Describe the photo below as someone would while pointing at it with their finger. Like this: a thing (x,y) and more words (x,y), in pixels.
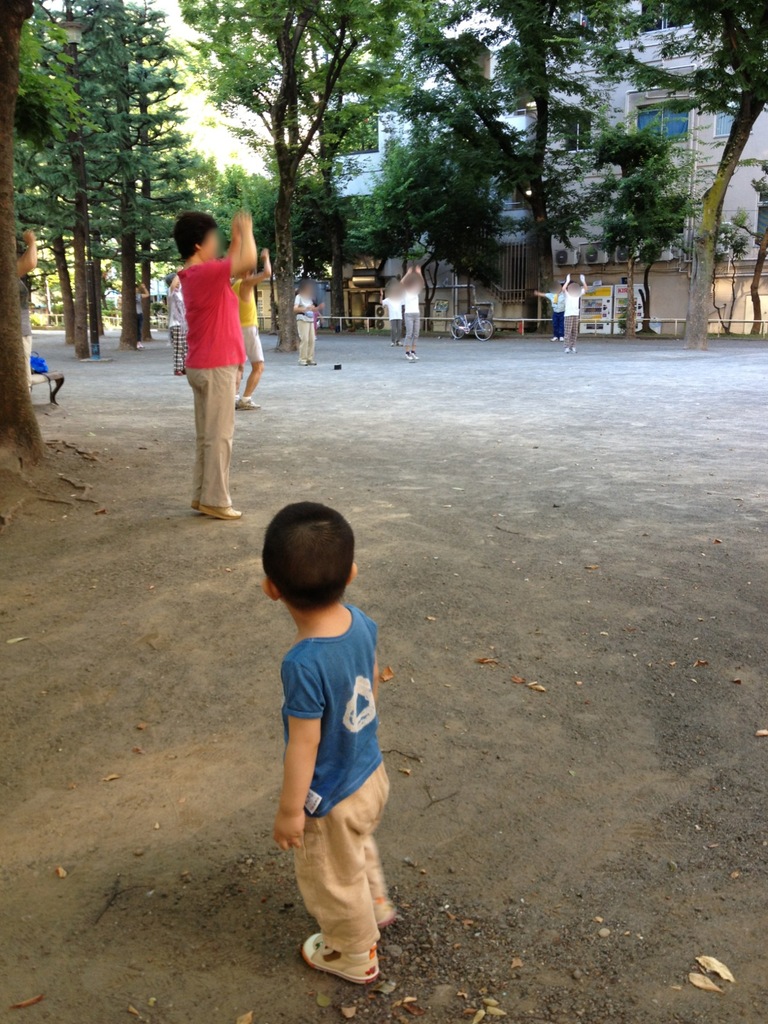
In the center of the image (297,678) we can see a kid (329,767) standing. In the background (166,4), we can see the sky (198,35), trees (124,81), one building (688,283), few people (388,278) and a few other objects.
